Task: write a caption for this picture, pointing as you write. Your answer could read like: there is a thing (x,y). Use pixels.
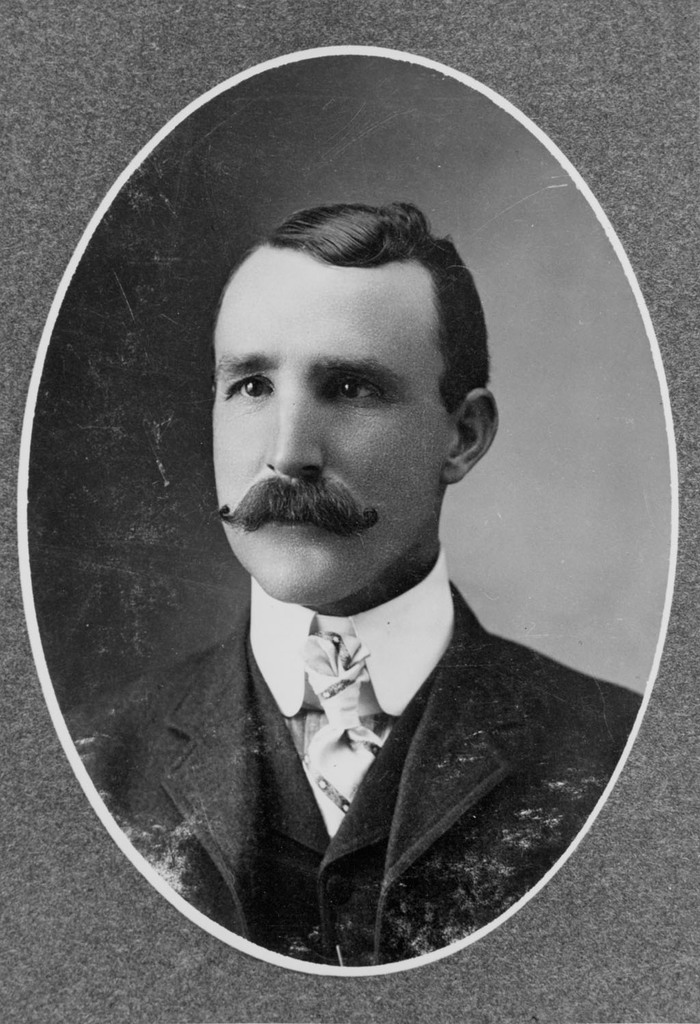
This image consists of a photo frame (82,121) with a picture (246,715) of a man (222,404) on it.
